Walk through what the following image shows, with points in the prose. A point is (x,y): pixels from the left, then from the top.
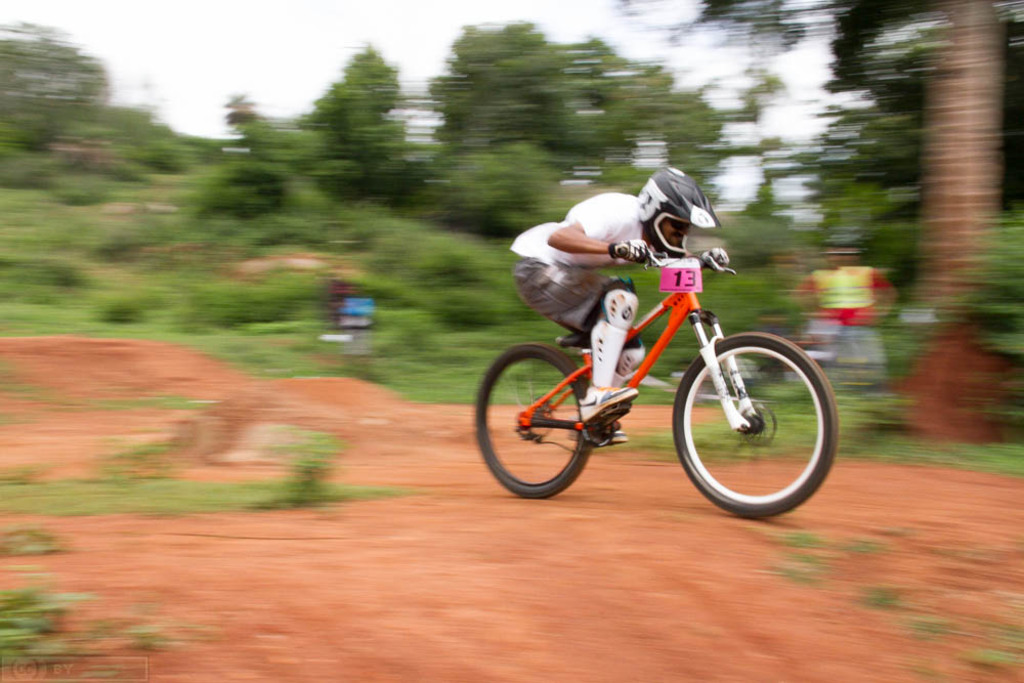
In this image we can see a man (614,260) is cycling. He is wearing white t-shirt (624,218) and helmet (691,199). Background of the image (273,200) trees (404,169) are there. and one more person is present.
